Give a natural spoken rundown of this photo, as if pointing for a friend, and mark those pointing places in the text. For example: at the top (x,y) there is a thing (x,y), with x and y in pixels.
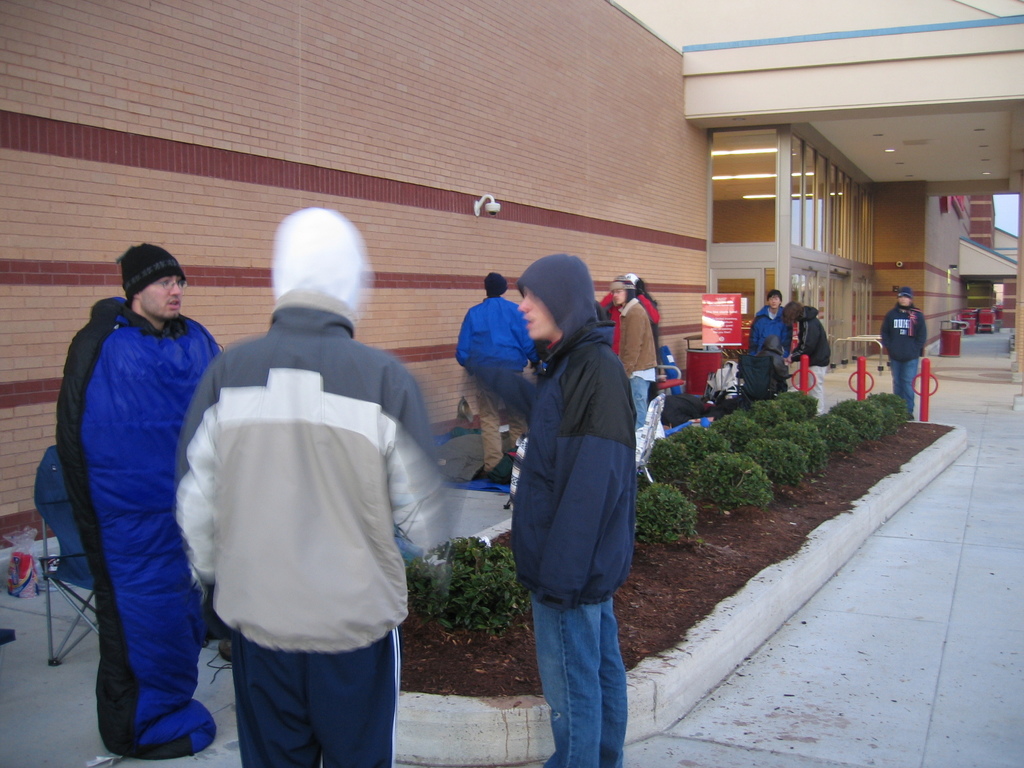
In this image few persons (559,320) are standing on the floor (973,527). Left side (75,525) there is a chair (58,653) on the floor (45,684). There are few bags (17,550) on the floor (948,383). There are few plants (446,607) on the land (729,533). Behind it there are few poles (862,376). Right side (726,341) there are few objects (954,337). Background (336,44) there is building (928,99). A person (174,381) wearing blue jacket (155,428) is standing at the left side of the image (132,685). He is wearing a cap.
